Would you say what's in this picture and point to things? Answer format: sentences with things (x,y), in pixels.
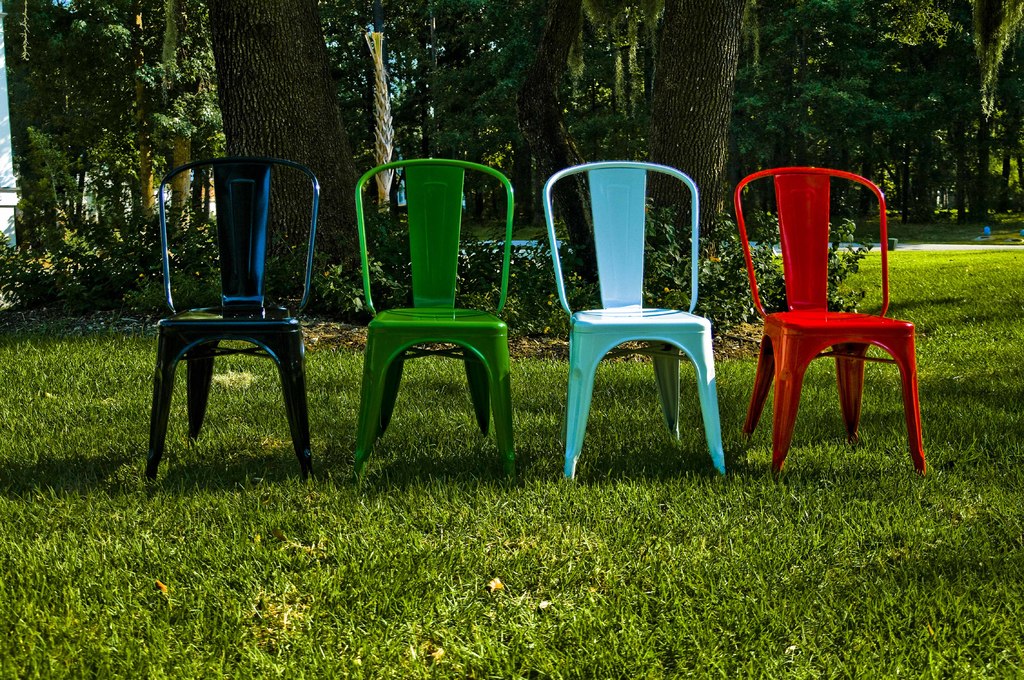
As we can see in the image there are four chairs (502,306) which are of different colours such as navy blue, green, light blue and red. The chairs (827,315) are kept on the ground (234,527), the ground (343,550) covered with grass (918,504). Behind the chairs (628,350) there are plants (490,253) and trees (494,128).
